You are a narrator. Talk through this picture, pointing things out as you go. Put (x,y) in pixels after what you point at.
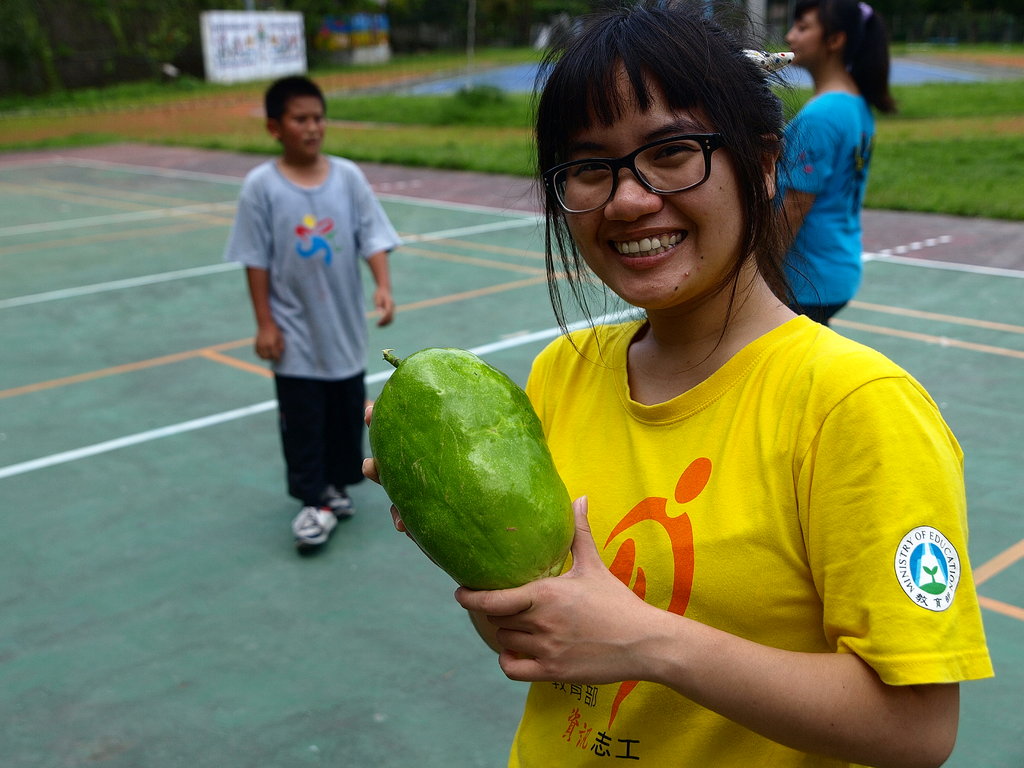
On the right (732,437) there is a woman (657,520) holding a fruit (552,552) in her hands (577,673). In the background (281,225) there is a boy (298,217) and a woman (791,122) standing on the ground (222,351). We can also see fence (104,75), hoardings (340,47) and grass (490,137).
